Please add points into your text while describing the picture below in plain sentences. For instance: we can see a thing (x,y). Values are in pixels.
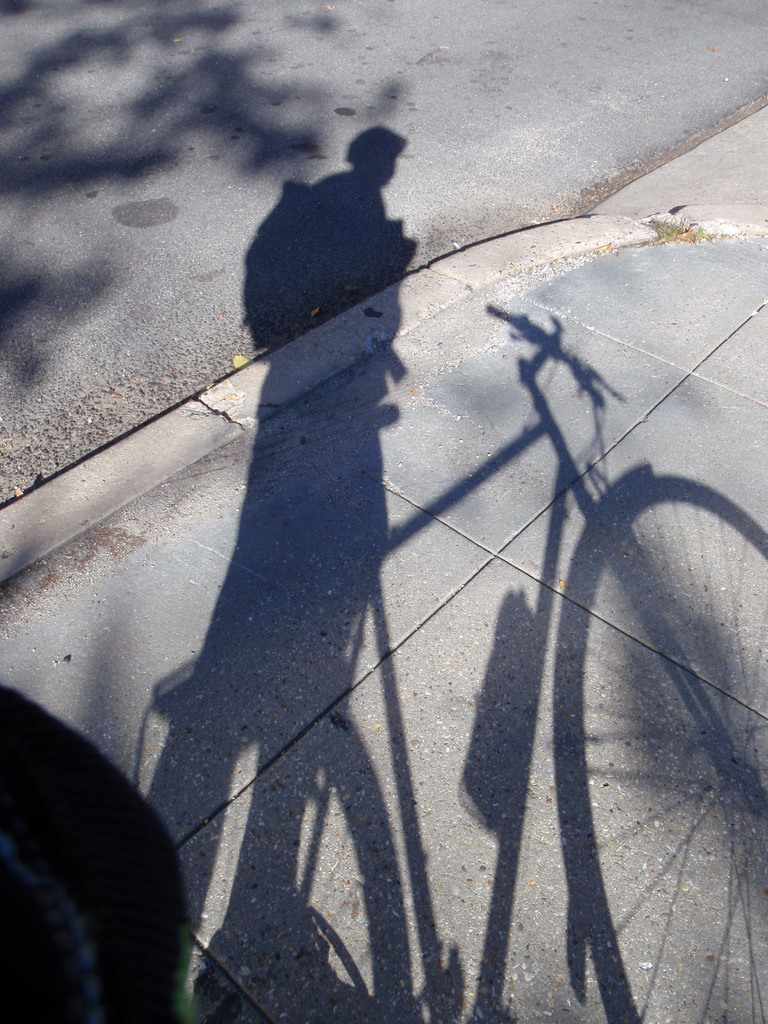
In this image we can see the shadow (324,568) of a person (352,555), a bicycle (344,777) and a tree (29,97) on the ground (167,364). There is an object (133,946) at the left side of the image (99,917).
